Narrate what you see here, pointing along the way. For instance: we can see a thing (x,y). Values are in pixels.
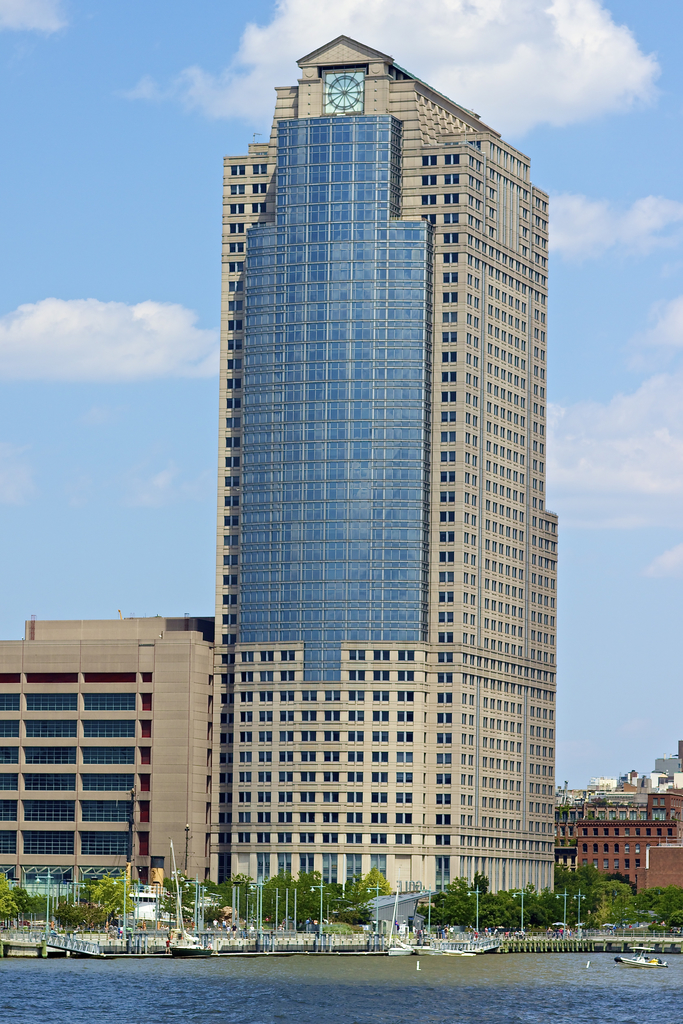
In this picture I can see the water (190,987) in front (42,971), on which there are few boats (395,948) and in the middle of this picture (254,581) I can see number of trees (11,908), poles (397,887) and the buildings (410,501). In the background (300,52) I can see the sky (30,135) which is cloudy.
